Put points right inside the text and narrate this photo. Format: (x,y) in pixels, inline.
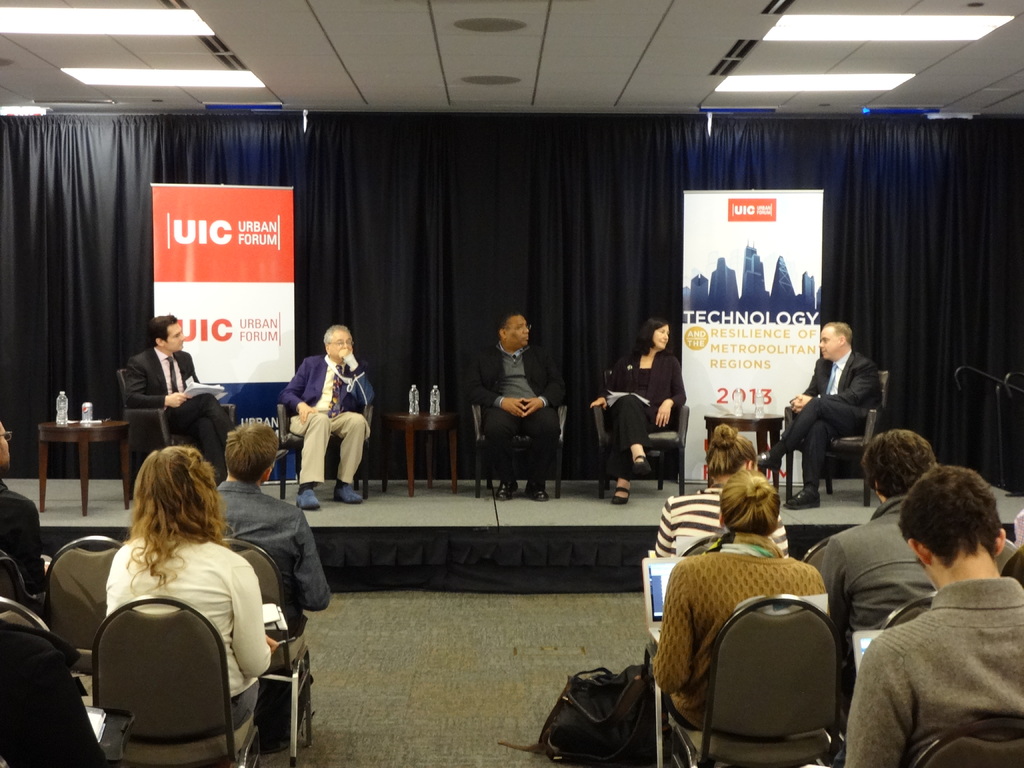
In this image, we can see people (310,430) sitting on the chairs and we can see bottles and there are some other objects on the stands (122,430). In the background (277,370), there are banners (805,226) and we can see a curtain (458,150). At the top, there are lights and at the bottom (556,704), there is a bag (570,704) on the floor (345,676).
